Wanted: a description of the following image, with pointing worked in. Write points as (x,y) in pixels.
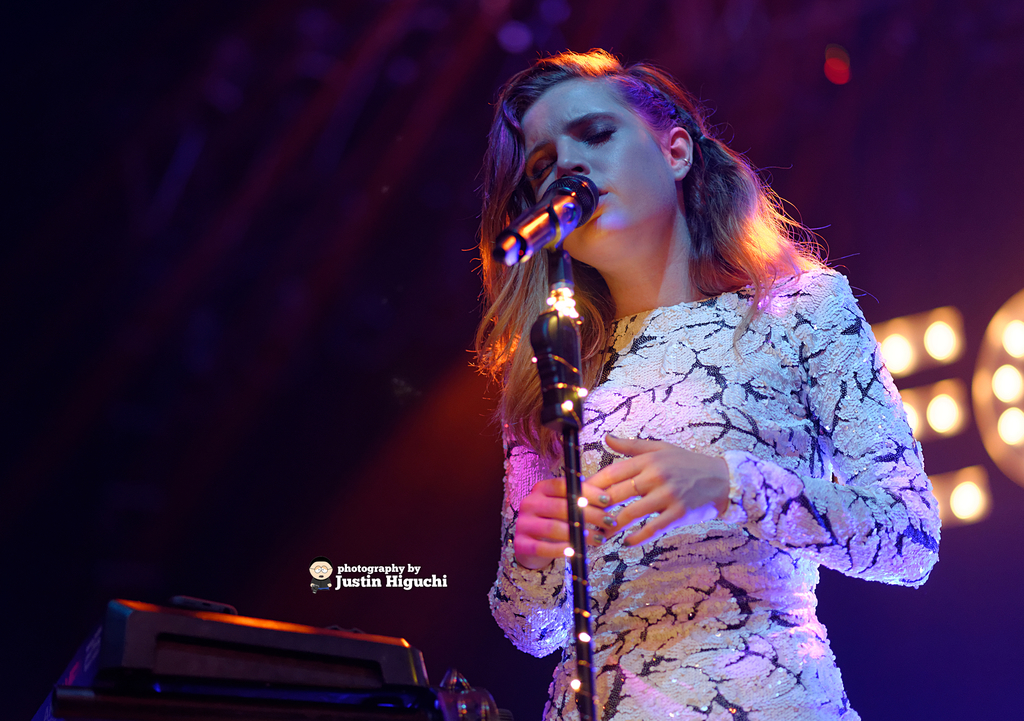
There is a woman (658,634) standing and singing, in front of her we can see microphone (518,235) with stand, beside her we can see device (128,615). We can see some text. In the background (239,252) it is dark and we can see lights (1007,435).
